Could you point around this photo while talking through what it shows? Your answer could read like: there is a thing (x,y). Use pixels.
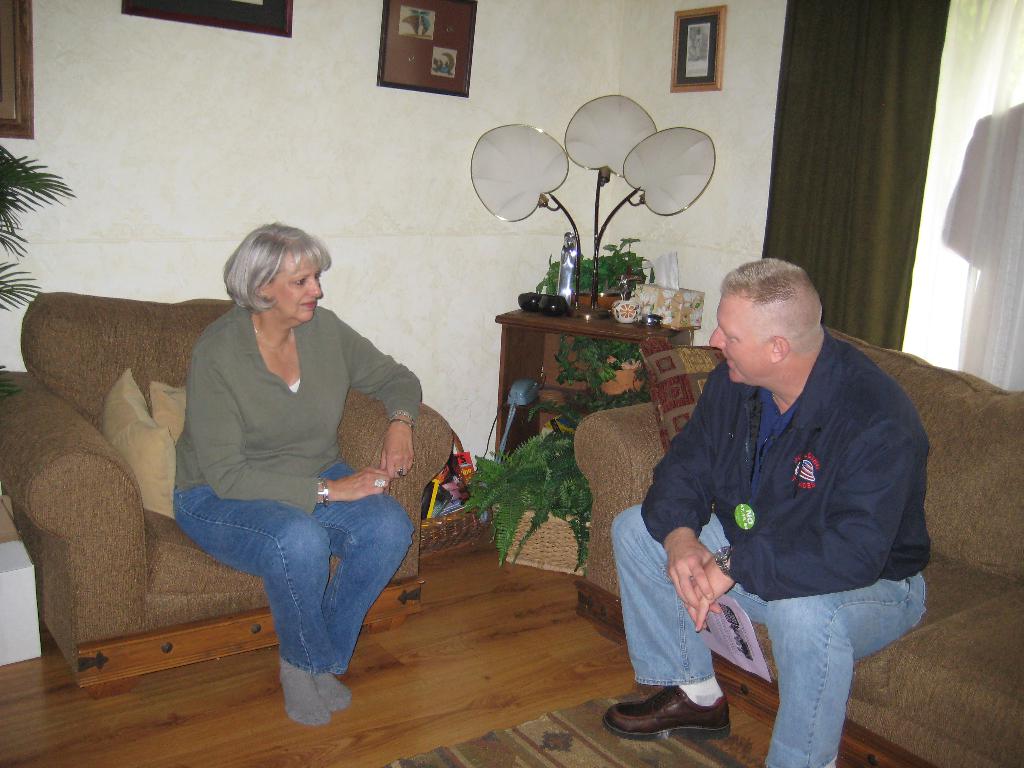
As we can see in the image there is a wall (408,143), photo frame (439,30) and sofas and there are two people (838,350).
